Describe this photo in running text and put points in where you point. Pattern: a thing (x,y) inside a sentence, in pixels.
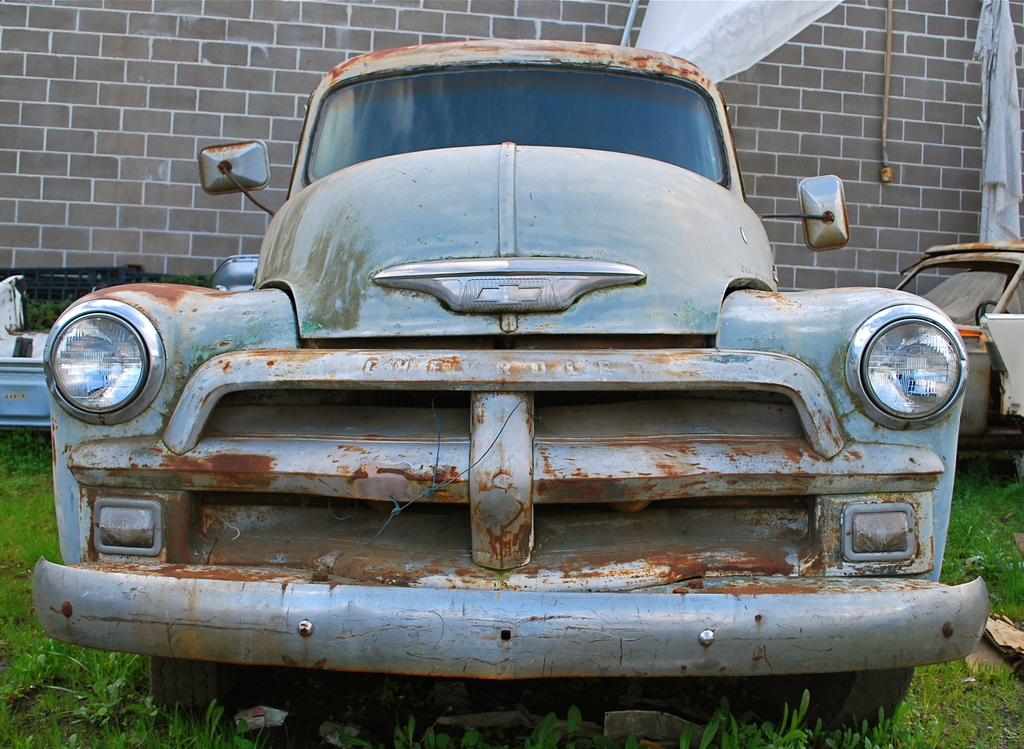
In this picture I can see an old car (491,432) in the middle (582,459), on the right side (971,402) there is a vehicle (993,336). At the bottom (708,727) there are plants (884,742), in the background (128,59) there is the wall (896,274).
